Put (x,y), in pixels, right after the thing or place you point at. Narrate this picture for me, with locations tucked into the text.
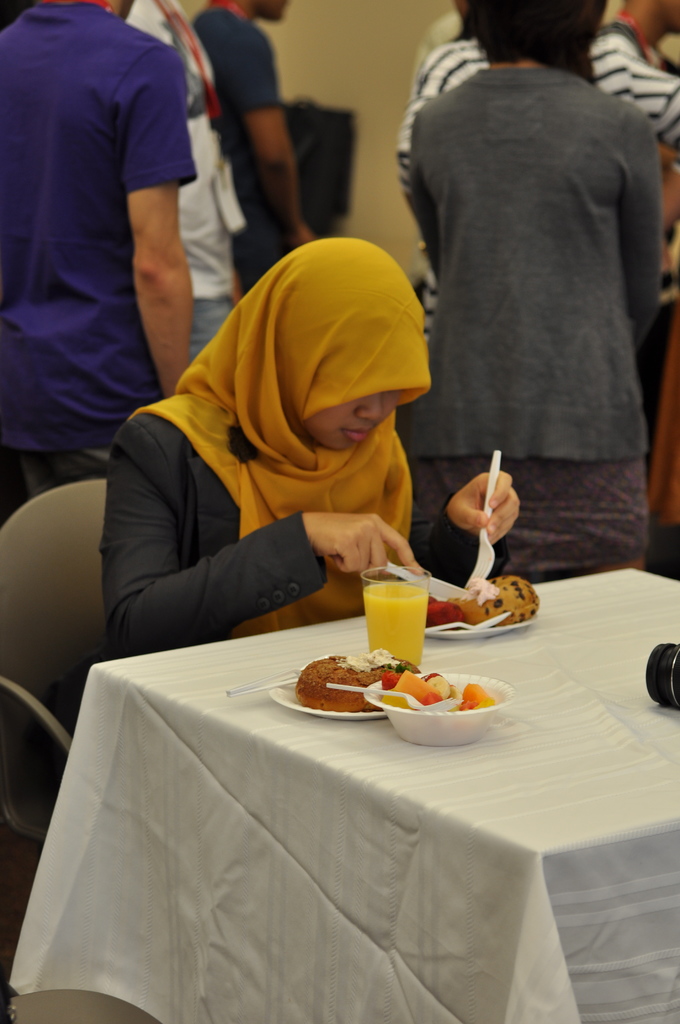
this picture shows few people (284,228) are standing and a woman (325,254) seated on the chair (5,580) and holding a fork (478,586) and knife (452,591) in both the hands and we see some food (447,607) in the plates (475,676) and a glass (418,655) of juice (408,649) on the table (333,633).
